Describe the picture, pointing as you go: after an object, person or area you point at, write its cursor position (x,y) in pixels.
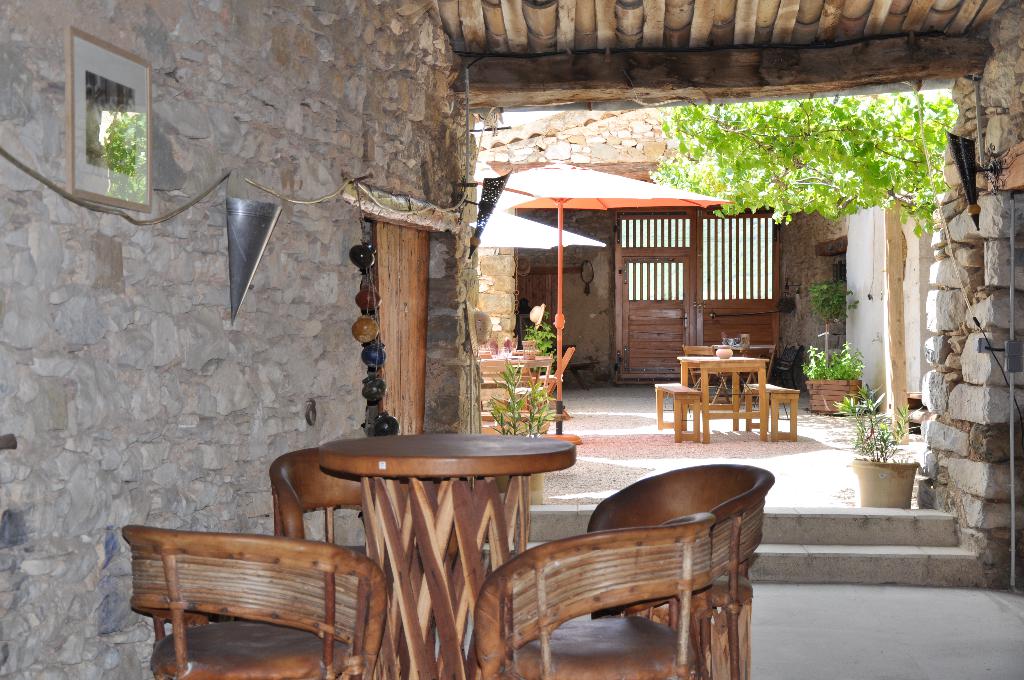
In this image i can see a wooden table (424,472) and few chairs (258,544) around it. To the left of the image (206,413) i can see the wall (188,407), few decorating (367,326), a door (392,349) and a photo frame (130,180) attached to the wall (296,248). In the back ground (791,189) i can see a tree (781,150), a tent (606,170), few tables (734,416) and chairs (776,417) few plants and the door (663,305).
